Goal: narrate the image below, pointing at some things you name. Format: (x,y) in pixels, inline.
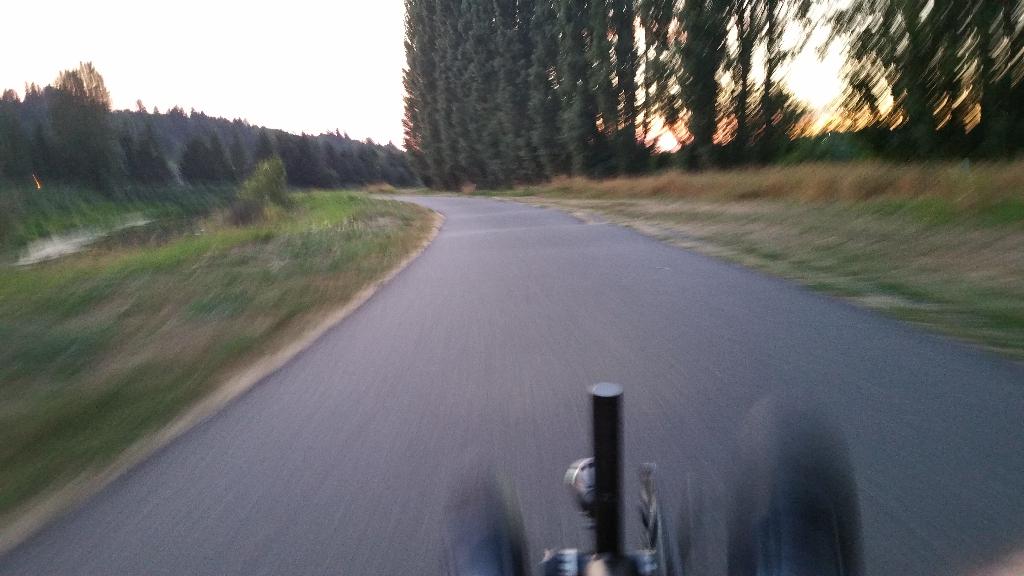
At the bottom of the picture (560,571), we see a bicycle (621,560) or a vehicle (652,564). In the middle (405,329), we see the road (417,290). On either side of the road (386,284), we see the grass (830,242) and the trees (414,114). There are trees (354,148) in the background (415,161). At the top (334,87), we see the sky (365,53) and the sun (821,76).
